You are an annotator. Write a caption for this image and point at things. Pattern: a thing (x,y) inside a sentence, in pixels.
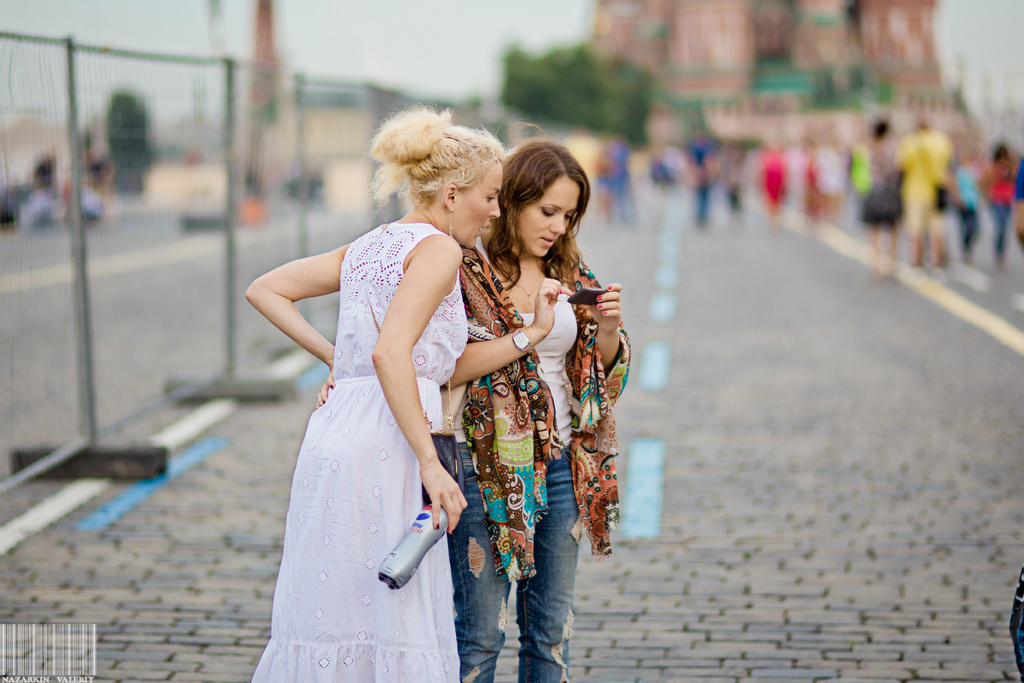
In this image I can see group of people (497,351) standing. In front (569,366) the person (536,390) is wearing white, brown and blue color dress (555,421) and holding a mobile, the person (397,458) at left (327,489) is wearing white color dress (350,466). Background (336,163) I can see the railing (205,179), trees (533,65) in green color and the building (771,78) is in brown color and the sky (408,44) is in white color.
